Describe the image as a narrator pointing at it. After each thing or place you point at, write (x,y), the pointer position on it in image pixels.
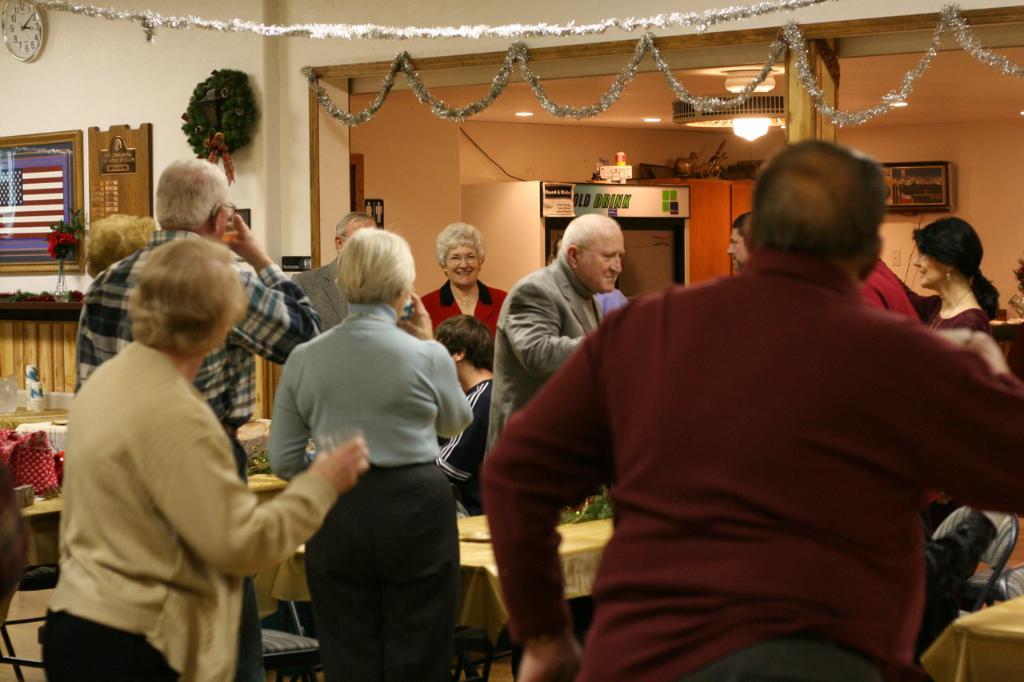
In this picture there are people (342,414) and we can see objects (45,461) on tables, frame (55,177), boards (145,142), clock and objects (323,103) on the walls (289,88), decorative items (254,102) and flowers (55,254) in a vase (60,294) on the platform (42,303). In the background of the image (723,188) we can see light (758,135) and objects (550,219).
